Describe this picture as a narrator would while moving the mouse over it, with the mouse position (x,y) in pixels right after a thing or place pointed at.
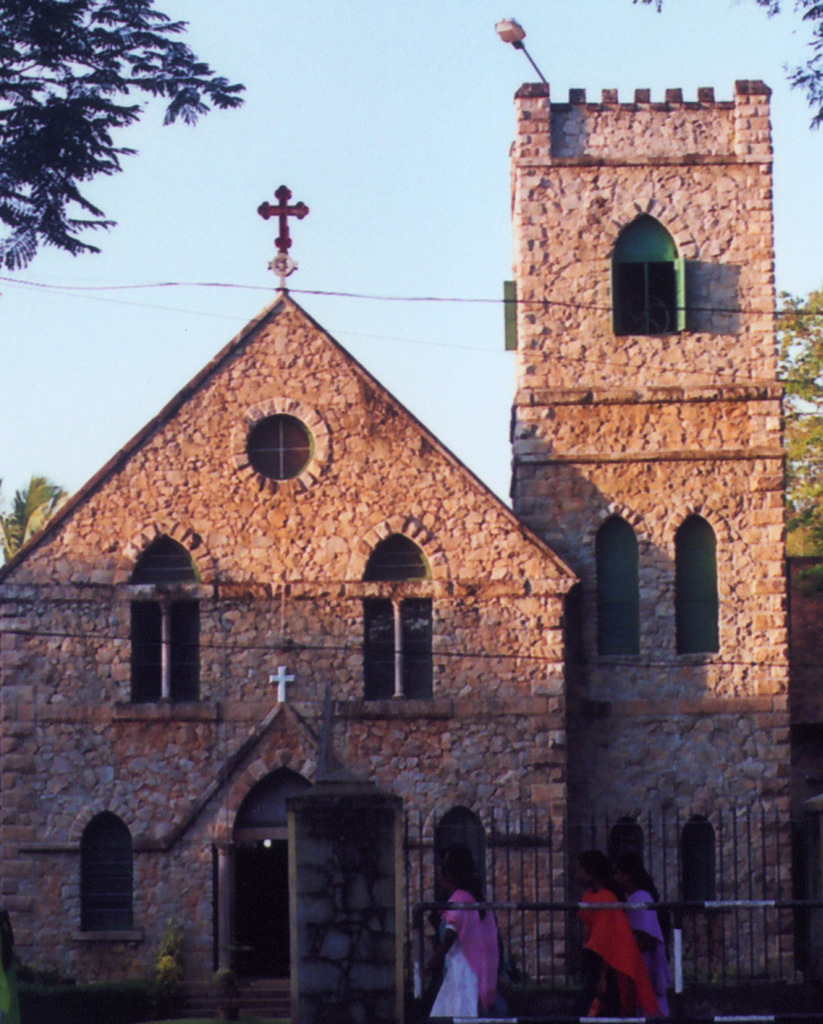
In this image there is a building (310,609), cross symbols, light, railing (493,904), people (617,915), sky (5,461) and trees (38,173).
